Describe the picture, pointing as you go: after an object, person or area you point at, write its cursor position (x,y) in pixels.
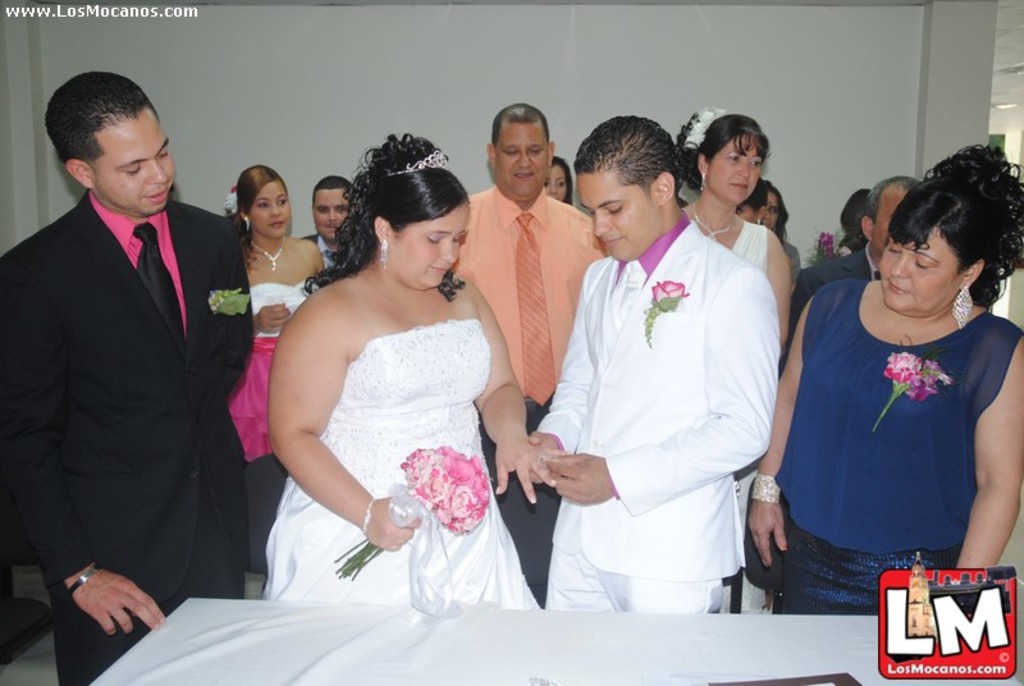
There is a group of people (476,390) standing as we can see in the middle of this image (476,279). The two persons (684,290) in the middle (460,414) are wearing a white color dress (564,539). There is a wall (543,78) in the background (732,65). It seems like a cloth (538,634) is covered on a table (512,630) which is at the bottom of this image (476,648). We can see a logo (910,581) in the bottom right corner of this image (888,601) and in the top left corner of this image (107,21) as well.
